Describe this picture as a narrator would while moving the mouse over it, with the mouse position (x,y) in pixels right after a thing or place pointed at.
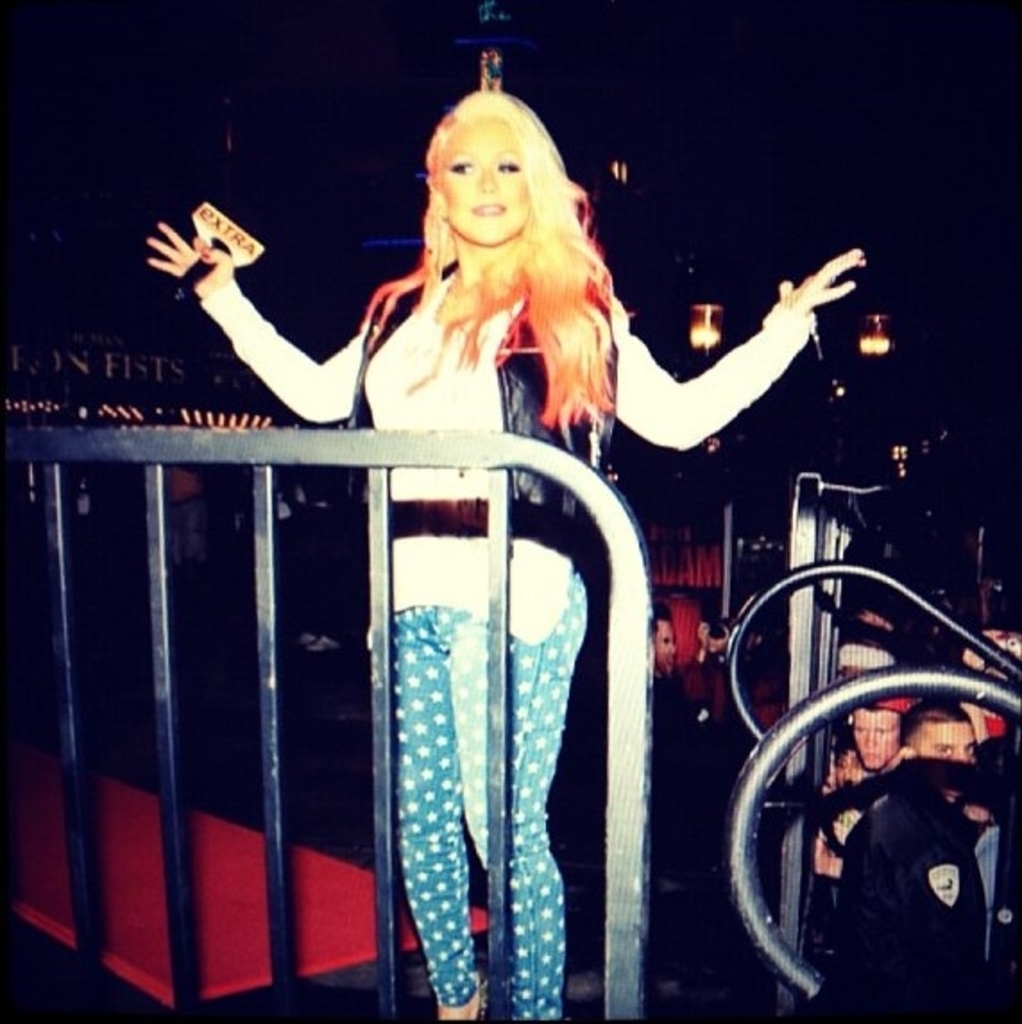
In the middle of this image (597,360), there is a person (521,137) in a white color T-shirt (247,339), holding a microphone (236,245) with a hand (202,286), smiling and standing in front of a fence (500,519). In the background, there are other persons (1019,652), there are lights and a hoarding (195,375) arranged and there are other objects (721,621). And the background (53,85) is dark in color.
